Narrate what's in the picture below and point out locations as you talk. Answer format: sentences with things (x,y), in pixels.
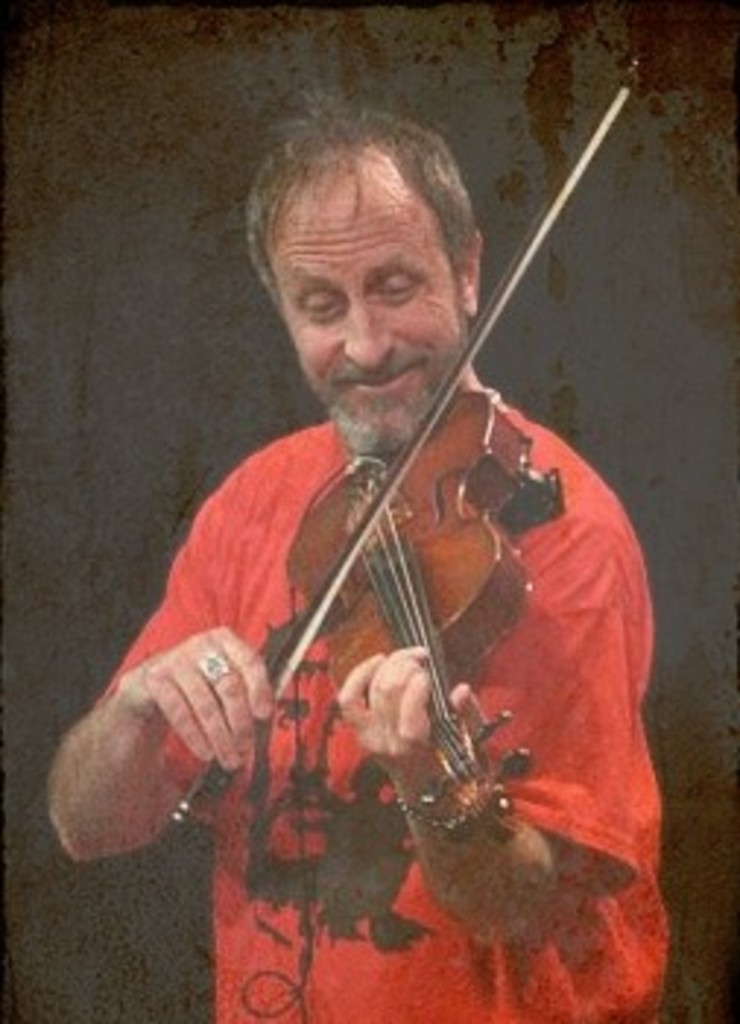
In this picture there is a man (412,173) who is wearing red t-shirt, he is playing the violin (473,600) by smiling, there is a black color background (216,177) in the image behind the man (414,176).
